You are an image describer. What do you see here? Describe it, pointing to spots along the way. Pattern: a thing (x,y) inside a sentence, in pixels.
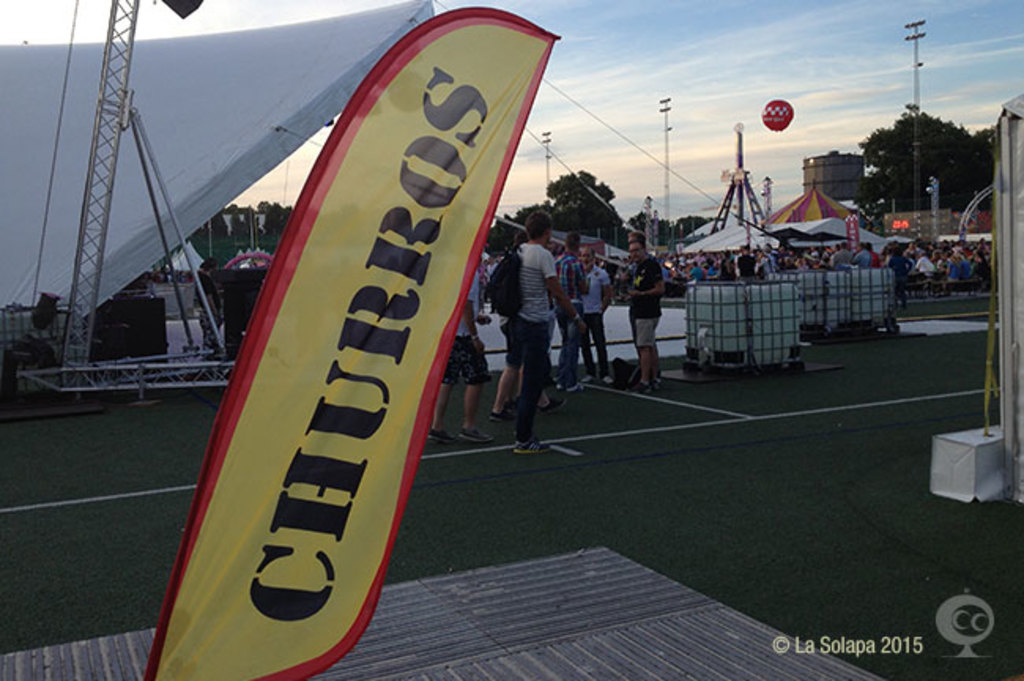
In this image it seems like it is a carnival in which there are tents (811,232) under which there are so many people (753,255). In the middle (363,308) there is a banner (364,257). On the left side (182,151) there is a tent (217,82). In the background (895,158) there are trees (970,166) and electric poles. At the top (782,50) there is the sky (757,34). There are tanks (745,340) on the ground (803,412). On the left side (79,283) there is an iron stand (112,176).
